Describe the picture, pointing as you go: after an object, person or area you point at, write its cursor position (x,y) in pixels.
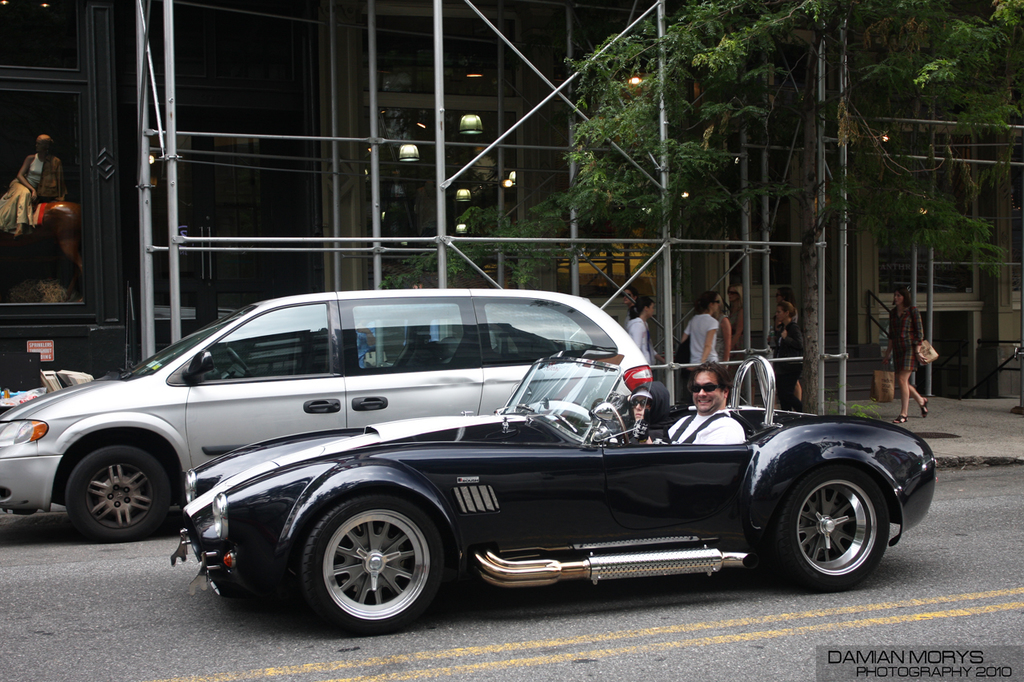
In the image there are two cars (410,480) on the road (680,594) with two men (715,436) inside it in the front car (613,496), in the back (151,304) there is a metal frame (670,285) in front of a building (409,165) beside a tree (948,64) and there are few people (703,337) walking on the footpath (1016,419).
